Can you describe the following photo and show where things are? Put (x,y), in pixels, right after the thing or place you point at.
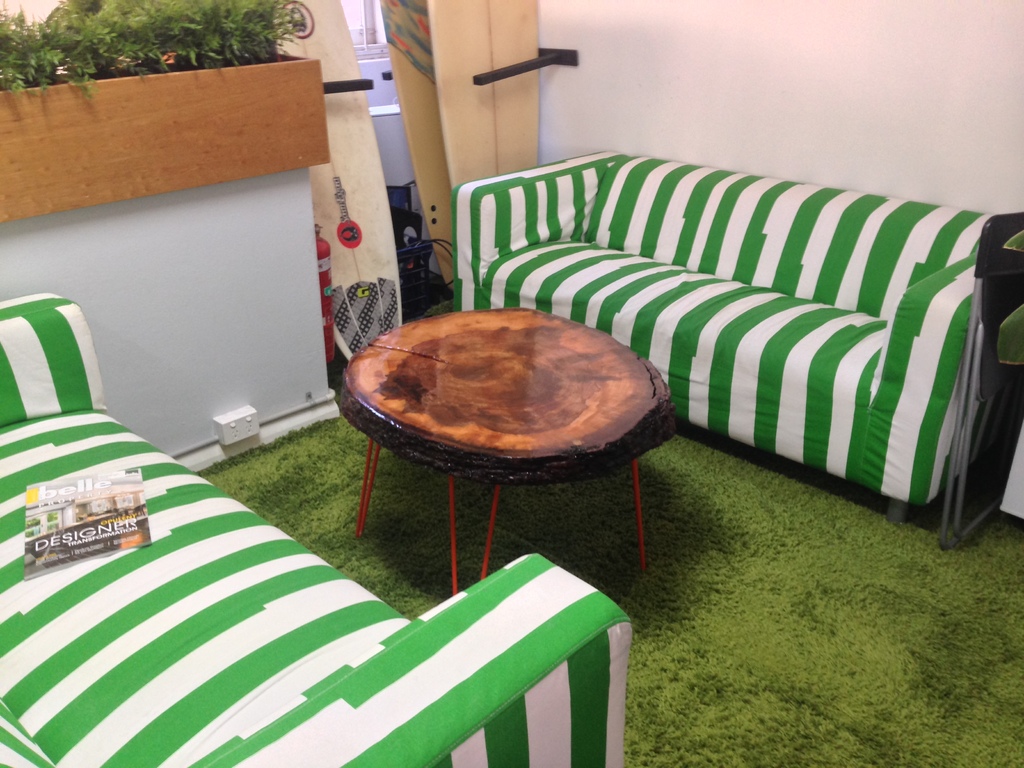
The picture is taken in the room (795,568). In the center of the picture (546,388) there is a table (509,403). On the right side of the picture (859,252) there is a couch (731,316). On the left side (212,583) there is a couch (113,606), on the couch (96,616) there is a book (69,492). On the top left (240,44) there are plants (108,51). In the center of the background (453,30) there are surfboards (420,39) and a window (369,42).
